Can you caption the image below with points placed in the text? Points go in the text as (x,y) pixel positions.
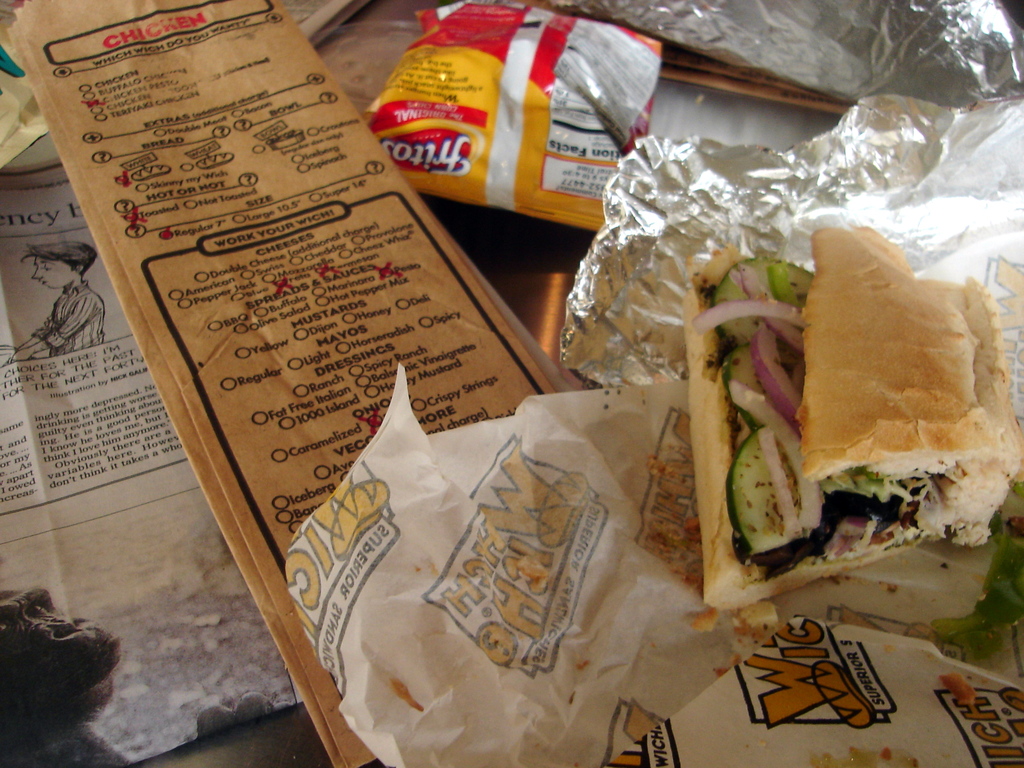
In this image I can see a food (779,358) on the silver foil (654,311). I can see a yellow, red, brown colors covers (521,186) and the paper (77,340).
